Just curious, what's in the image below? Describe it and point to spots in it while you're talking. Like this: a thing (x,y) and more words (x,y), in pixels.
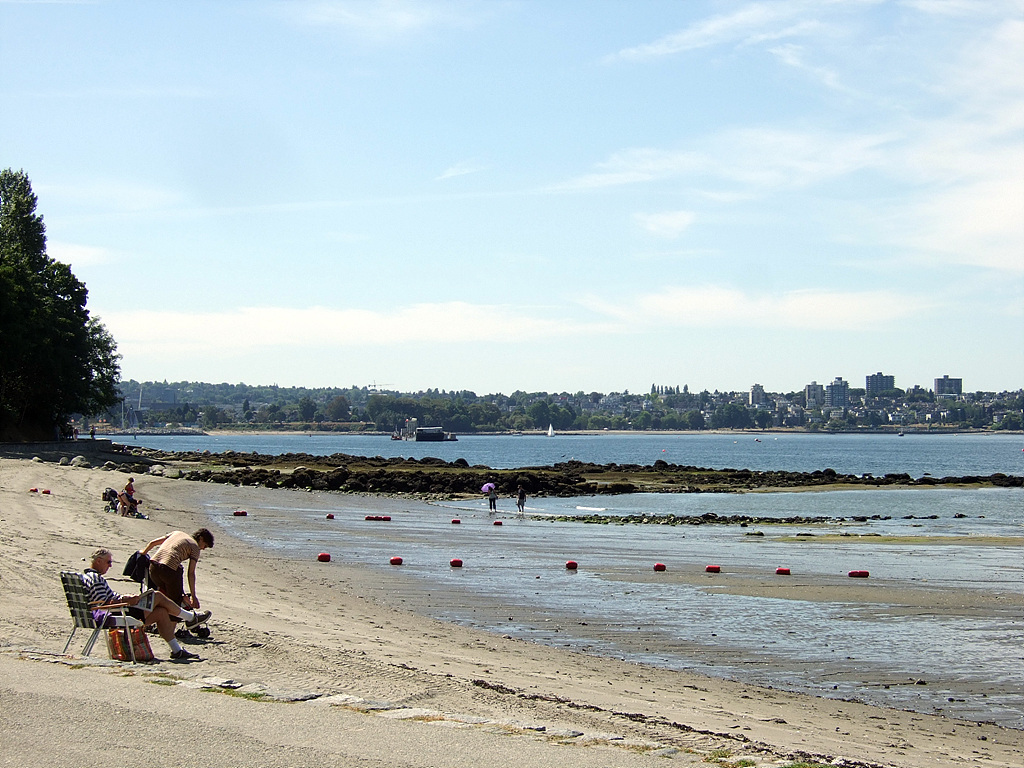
In this image there is a beach (233,632). In the beach (233,632) there is a man (97,583) sitting in the chair (75,600). Beside him there is a man (170,582) who is standing on the sand (158,641) by holding the bag (140,566). In the background (264,424) there are so many trees (595,415) and buildings (836,399). At the top (490,204) there is the sky (487,222). On the right side (846,498) there is water (700,495). In the water (543,576) there are red color buoys (328,560).
